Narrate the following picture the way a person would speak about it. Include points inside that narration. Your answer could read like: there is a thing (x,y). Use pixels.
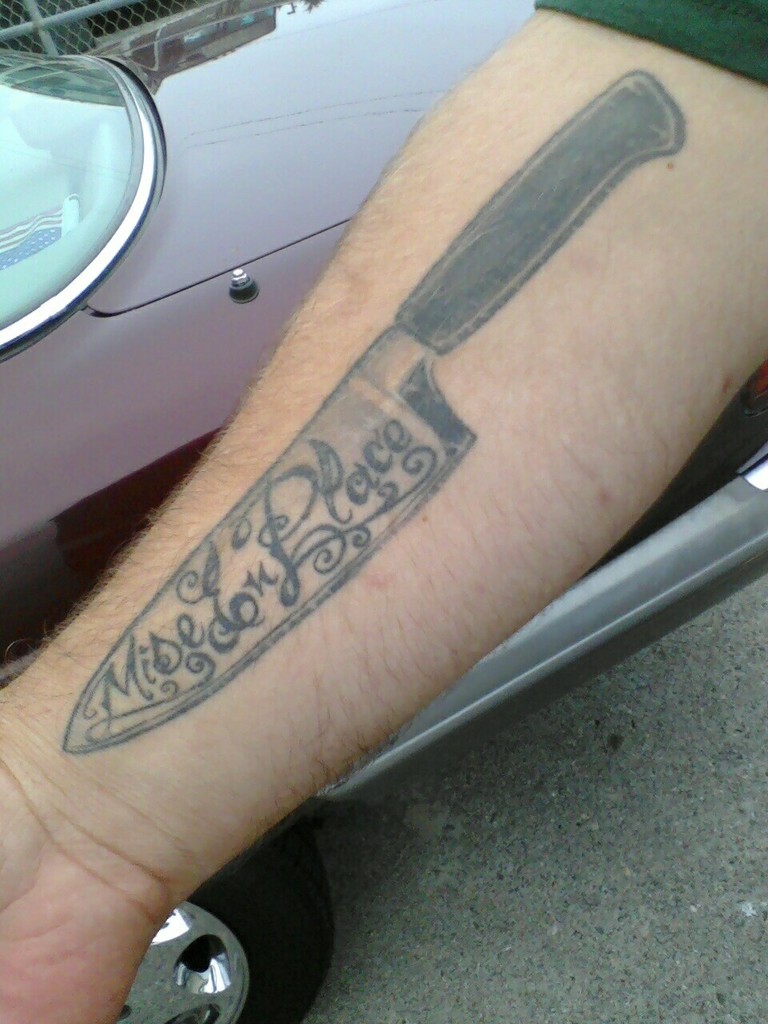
In this image we can see a person's hand (524,572) with a tattoo (288,611) of knife (298,607) with some text (303,593) and in the background (141,309), we can see a vehicle (236,8) on the ground (725,926).
